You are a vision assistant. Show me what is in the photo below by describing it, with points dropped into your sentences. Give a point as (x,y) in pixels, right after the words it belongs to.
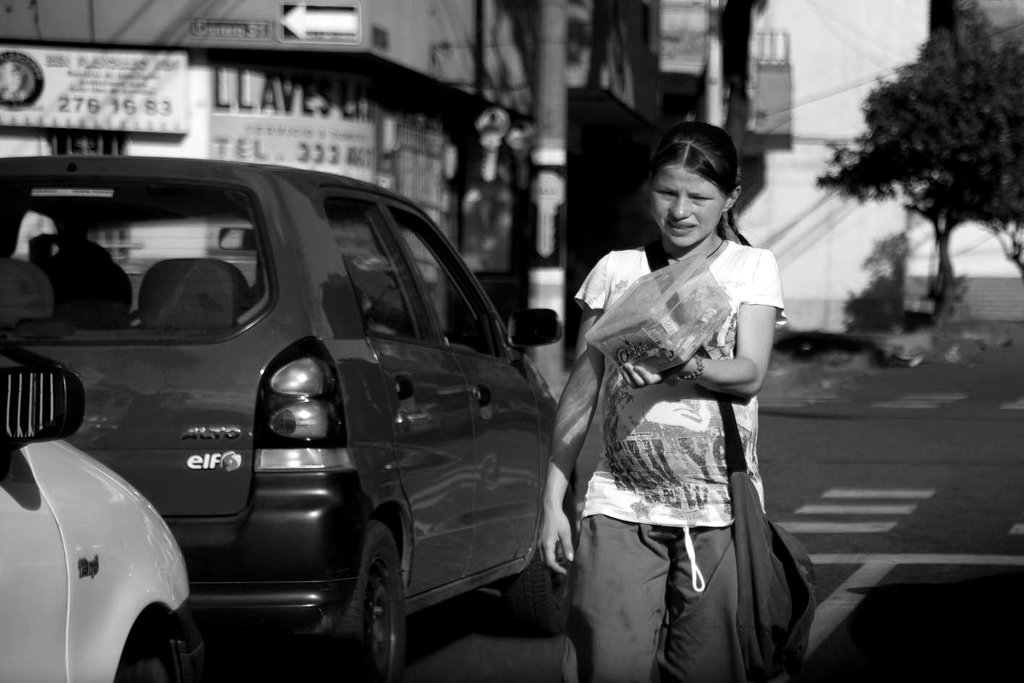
In this image I can see the black and white picture in which I can see a woman (634,460) wearing a bag (751,493) is standing and holding a box (704,334) in her hand (683,377). I can see few vehicles (381,415) on the road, few buildings (376,36), few boards (268,37), a pole (555,34) and a tree (907,172) in the background (881,80).
